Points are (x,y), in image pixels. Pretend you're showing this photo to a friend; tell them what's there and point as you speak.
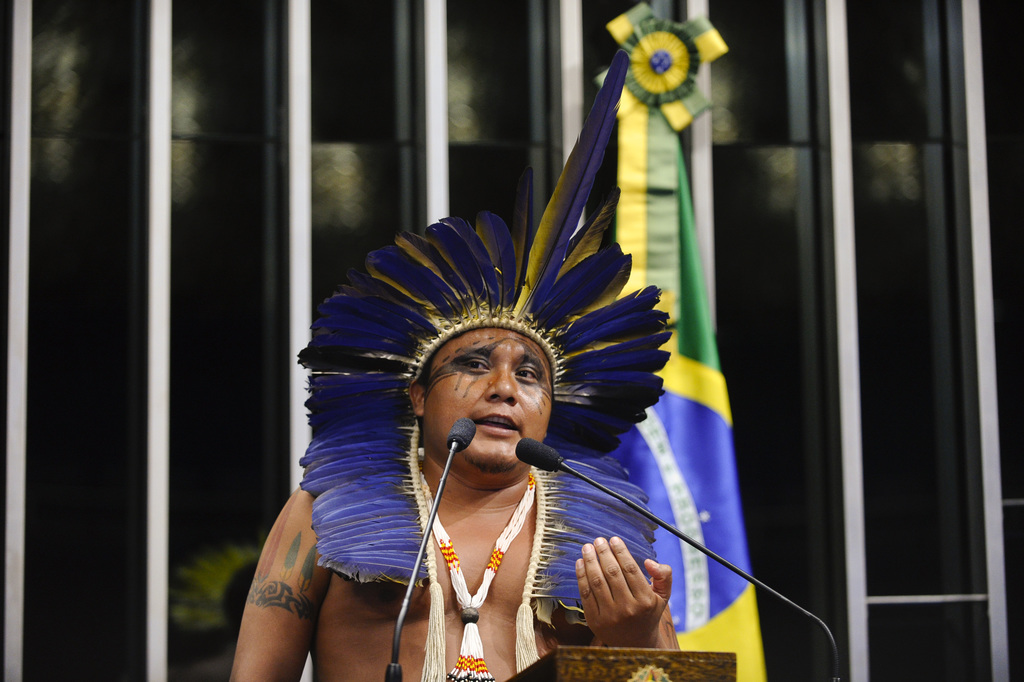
In this image there is a tribe (572,330) who is standing in front of two mikes (445,476). There is a flag (628,467) behind the man (585,463).
